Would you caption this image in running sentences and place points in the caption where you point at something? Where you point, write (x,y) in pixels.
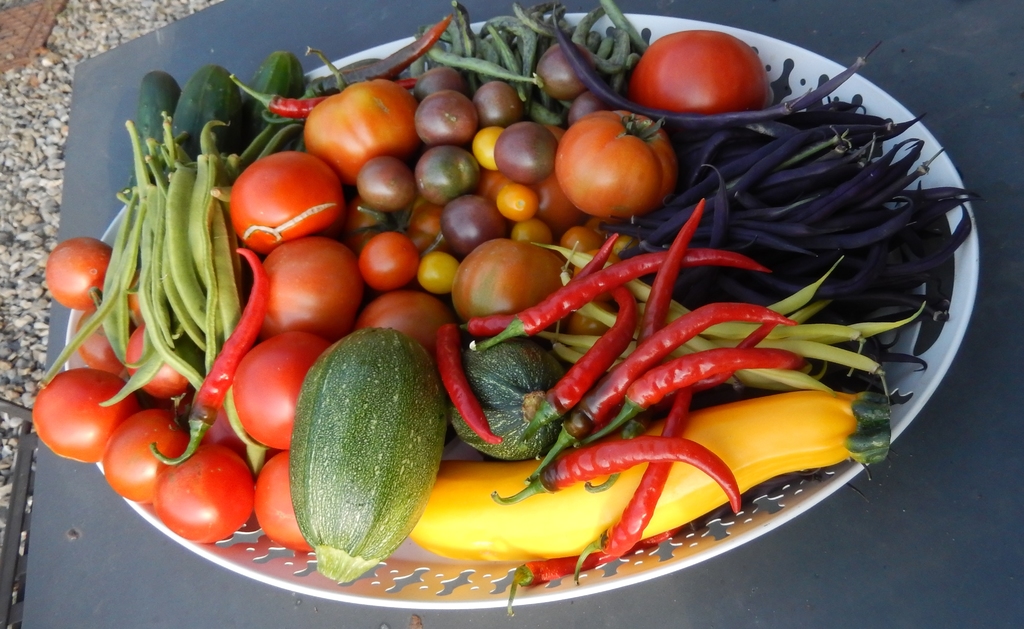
There is a plate (422,591) on a surface (869,521). On the plate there are tomatoes (237,384), chilies (587,357), beans (222,259) and few other vegetables (535,389). On the ground (21,173) there are stones (24,333).
